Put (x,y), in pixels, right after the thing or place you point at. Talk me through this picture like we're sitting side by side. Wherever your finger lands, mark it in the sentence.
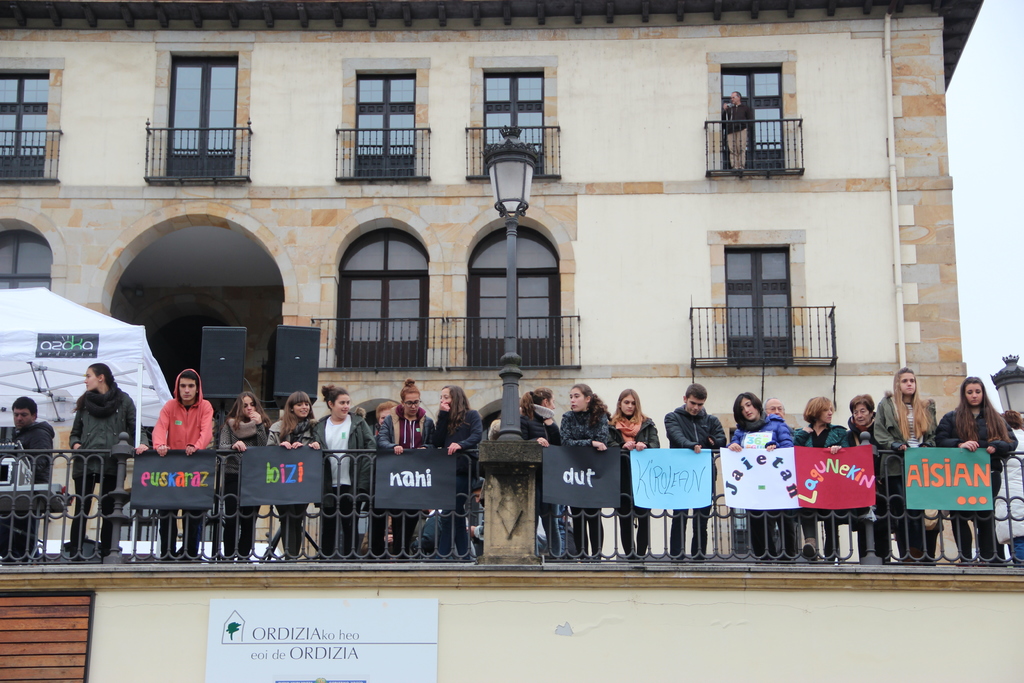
In the foreground of the picture (949,485) there are people (119,394) standing near the railing (996,500), to the railing (96,459) there are banners (279,465). On the left (67,378) there is a tent (65,324). In the background (383,316) there is a building (548,122) and windows (481,257). In the center of the picture (509,248) there is a street light (511,208). Sky (1002,152) is cloudy.
